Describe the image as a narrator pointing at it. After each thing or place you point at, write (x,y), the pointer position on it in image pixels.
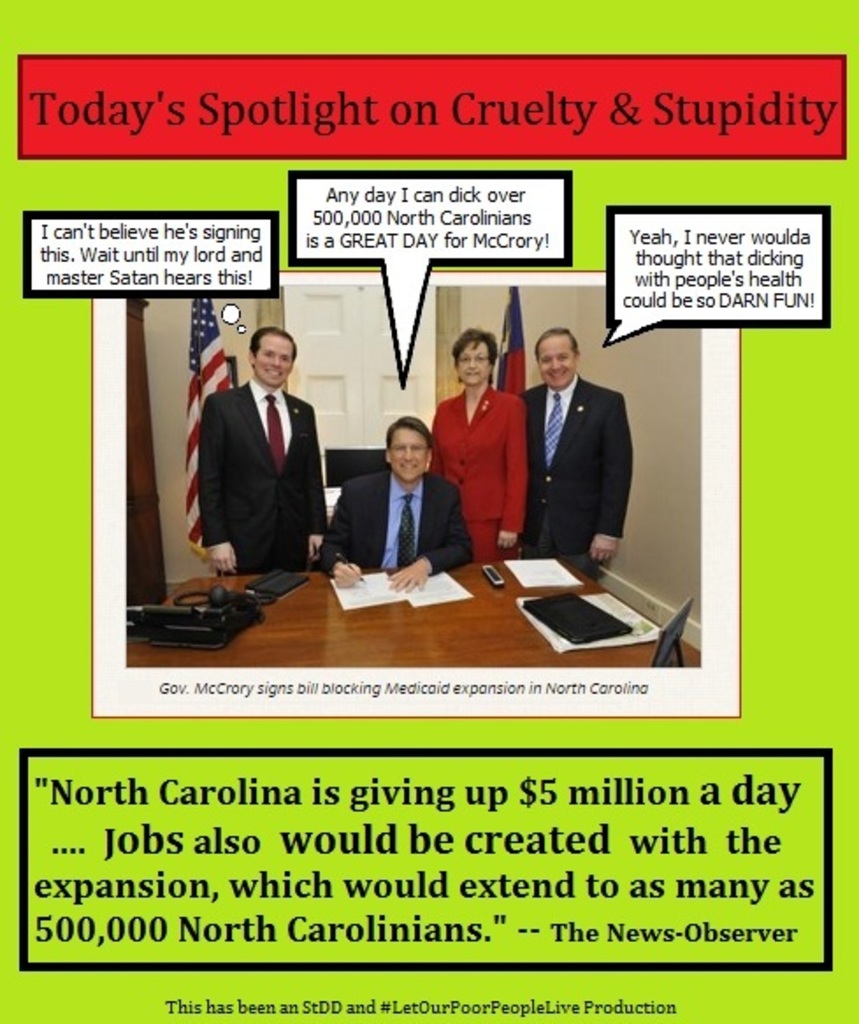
In this picture we can see a paper (437,350), in the paper (422,381) we can find few people (360,513), one is seated and three people (471,411) are standing, in front of them we can see few papers (522,576) and other things (565,604) on the table (484,602), in the background (190,455) we can see flags (202,348).
